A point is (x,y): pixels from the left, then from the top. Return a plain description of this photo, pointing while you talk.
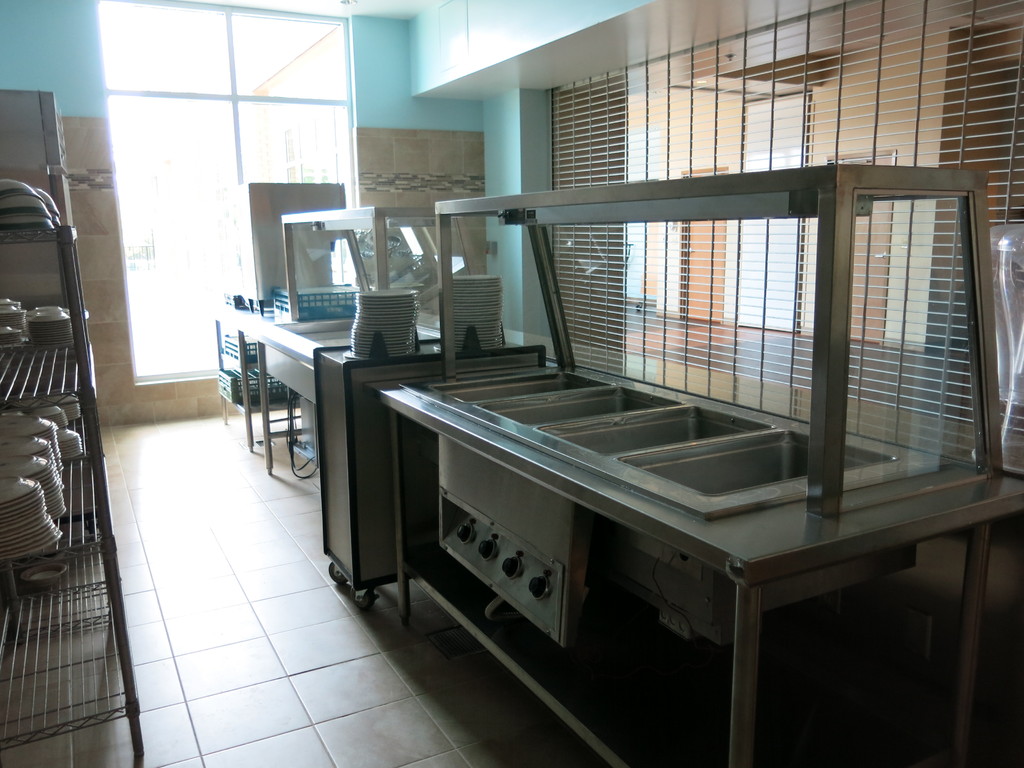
In the picture we can see a food warmer (616,602) with switches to the desk (559,368) and besides to it, we can see a table (359,385) and plates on it which are white in color and we can also see some racks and plates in it and to the floor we can see the tiles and in the background (181,306) we can see a wall (89,121) with a glass window (319,177).
